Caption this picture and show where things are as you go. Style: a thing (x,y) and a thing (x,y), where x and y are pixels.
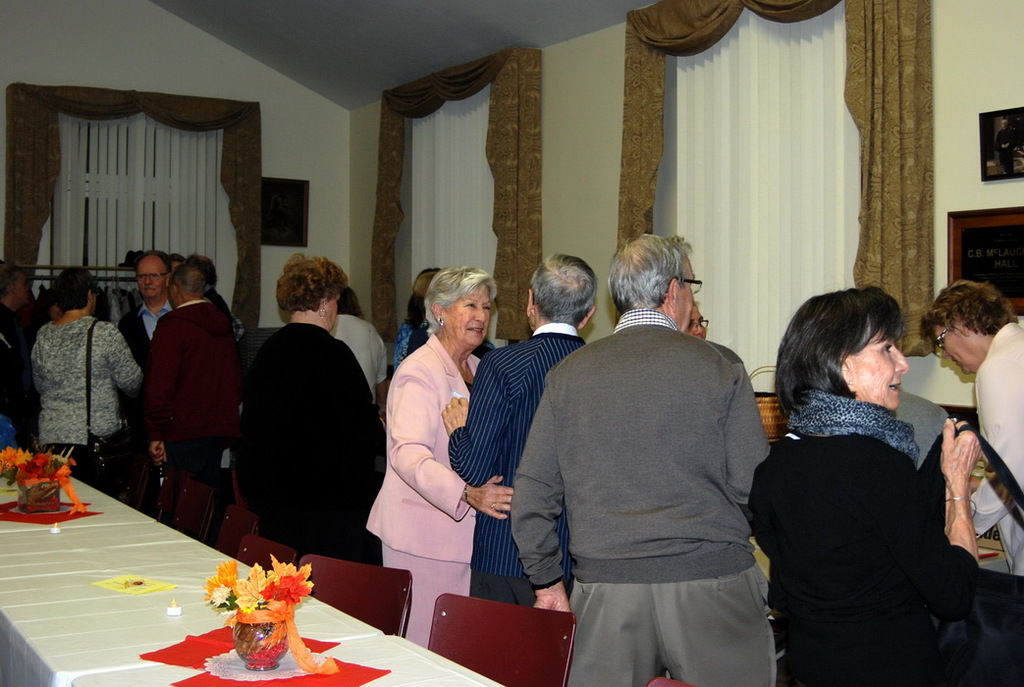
In this image there are a few people (454,391) standing. On the left side of the image (82,563) there is a table (73,562) and chairs (226,507). On the table (191,613) there are flower pots (240,608) and candles (175,615). In the background (279,222) there are curtains (536,160) and few frames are hanging on the wall (599,141).
